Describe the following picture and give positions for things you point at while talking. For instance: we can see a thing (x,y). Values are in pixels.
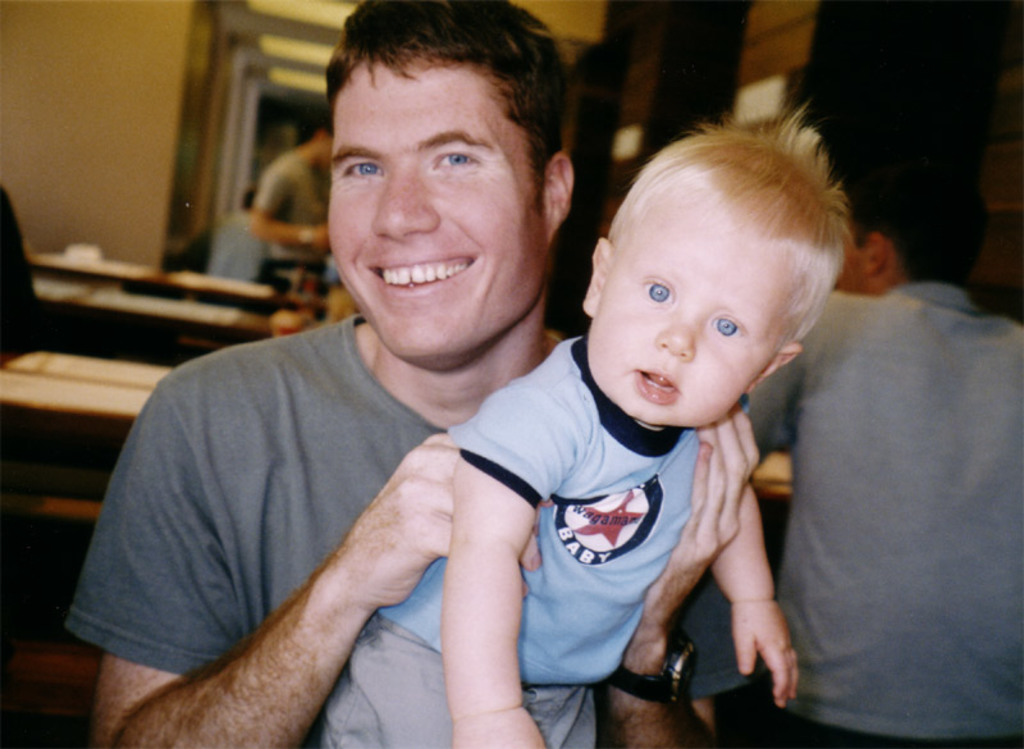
In this image I can see number of people (298,181) and I can see one man (477,386) is holding a boy (544,373). I can also see smile (419,285) on his face (490,278). On the left side of the image (93,280) I can see few things (15,658) and I can also see this image is little bit blurry in the background (247,326).
